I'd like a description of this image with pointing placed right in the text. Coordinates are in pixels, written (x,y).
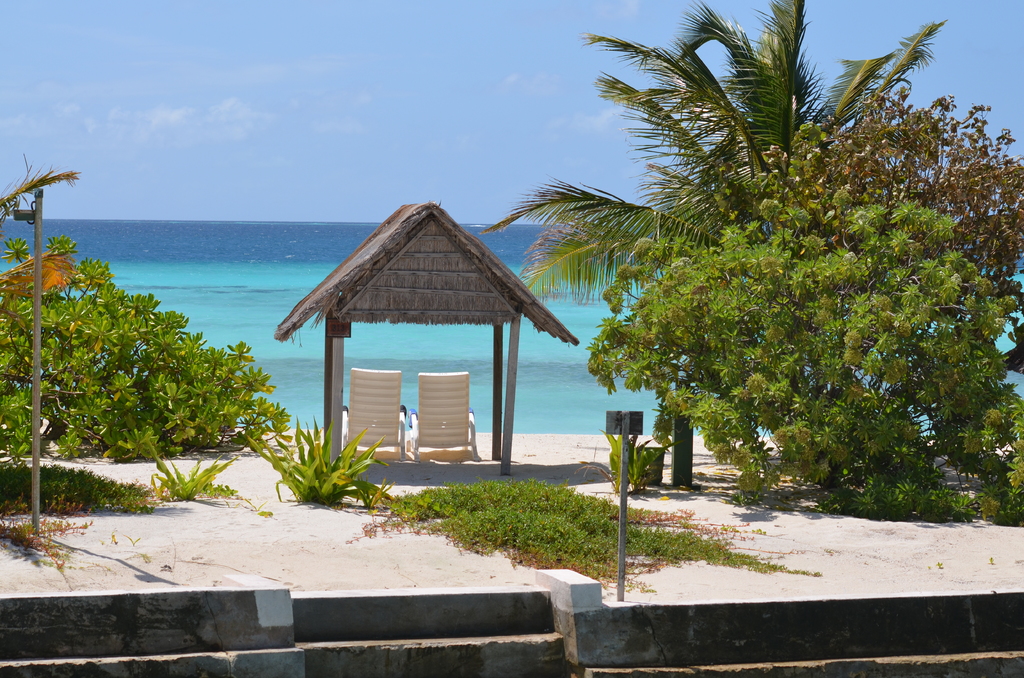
In this image we can see the chairs (438,396) under the shed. And we can see the wall (837,645), trees (581,273), plants (566,494), poles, water (519,262) and the sky (364,66).
